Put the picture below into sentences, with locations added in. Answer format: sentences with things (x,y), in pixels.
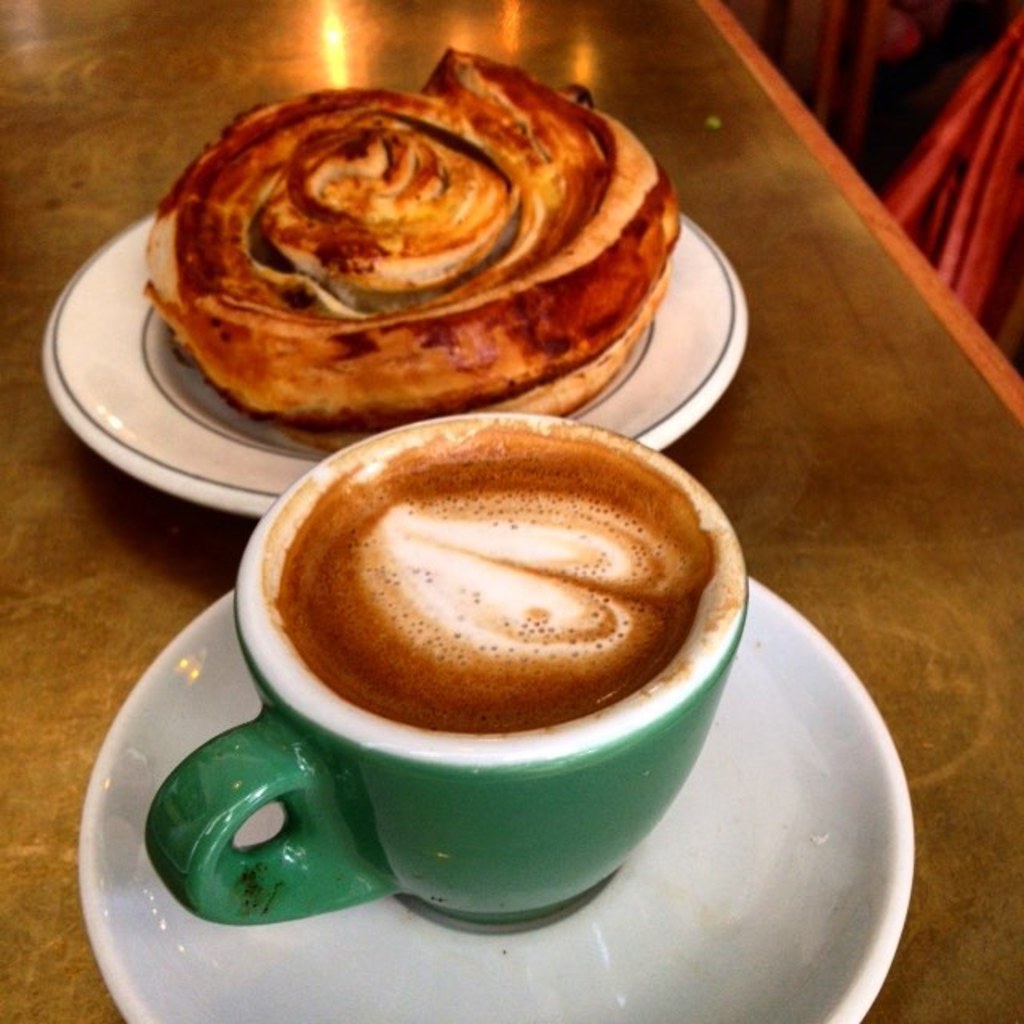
In this image we can see a cup of coffee (530,666). There is food item (464,174) is placed on the plate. A cup of coffee cup (550,673) and plate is placed on the table (667,32).
